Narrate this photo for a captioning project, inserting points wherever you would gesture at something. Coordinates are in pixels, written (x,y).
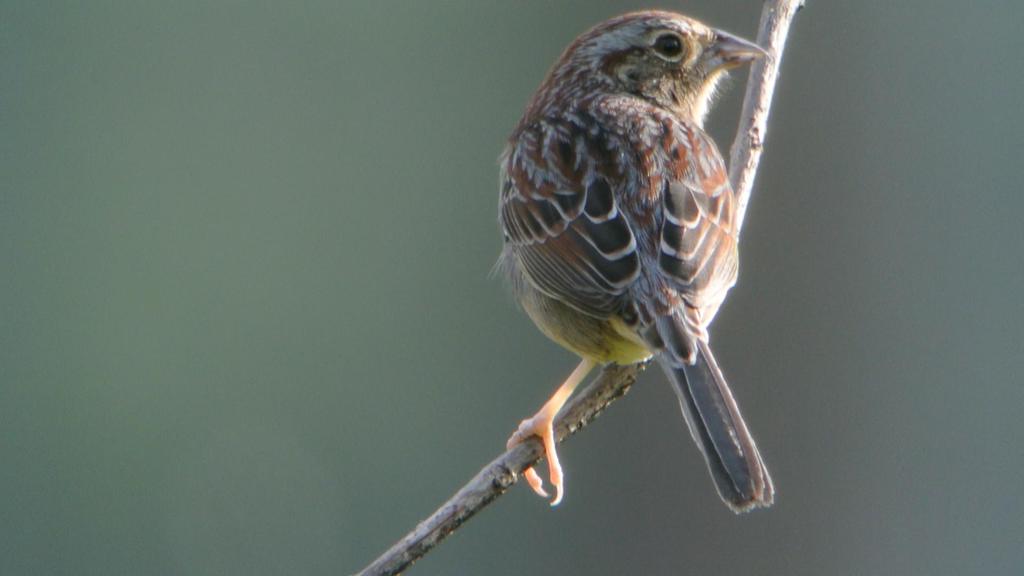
In the image I can see a bird (631,208) sitting on a branch (643,365). The background of the image (220,205) is blurred.
